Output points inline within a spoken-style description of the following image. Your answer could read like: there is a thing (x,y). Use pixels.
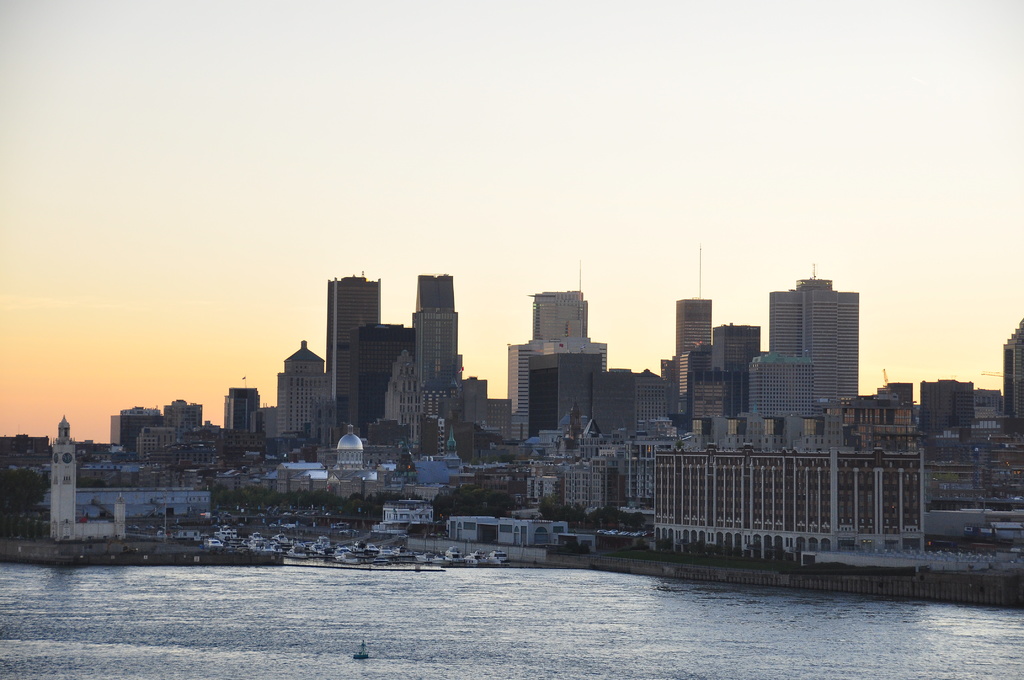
In this image we can see water (245,625). In the back (395,394) there are buildings (382,396) with windows (328,433) and there are trees (572,516). In the background (499,188) there is sky (370,104).
